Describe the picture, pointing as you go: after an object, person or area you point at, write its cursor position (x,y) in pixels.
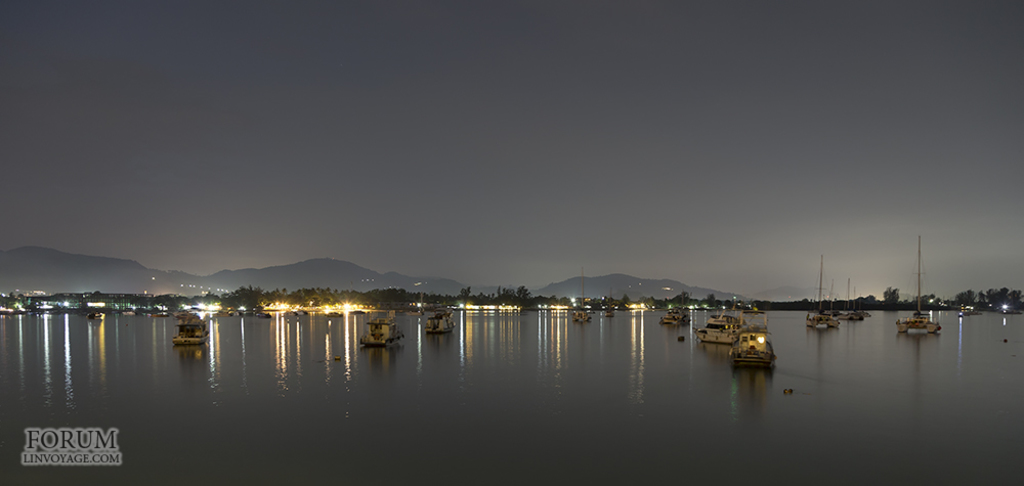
In this image I can see some boats (768,362) on the water (649,427). In the background (387,283) I can see many trees (352,296), mountains (429,292) and the sky (641,96). I can also see the watermark (78,452) in the image.
